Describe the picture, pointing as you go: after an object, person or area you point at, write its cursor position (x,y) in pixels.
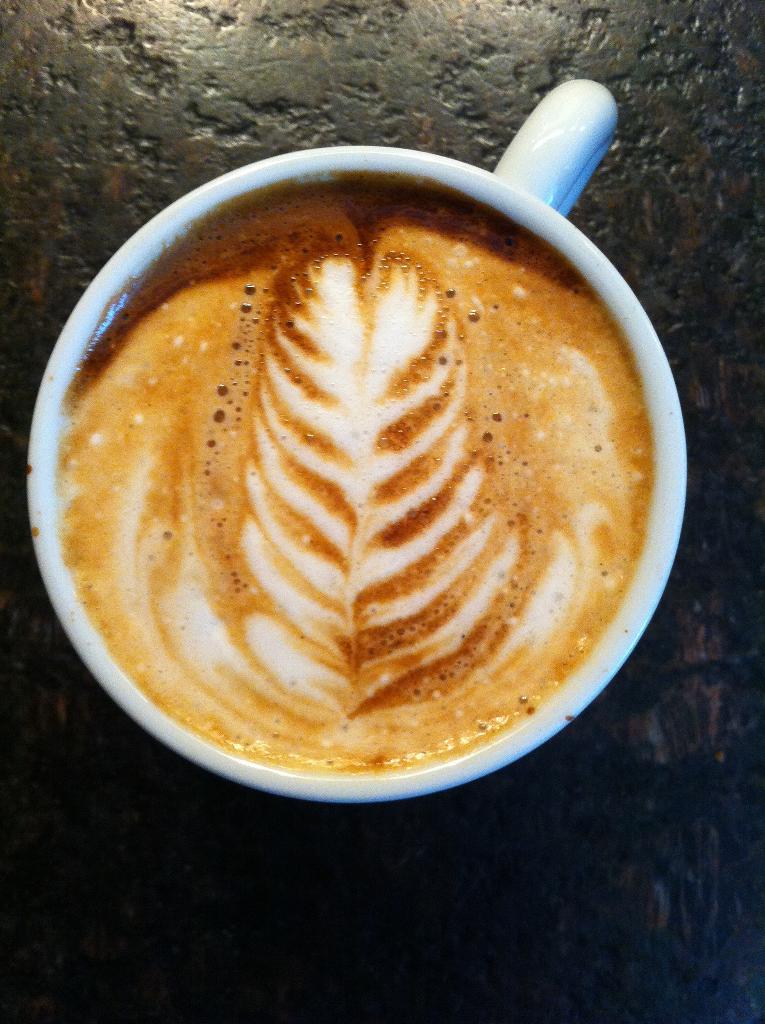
In this picture we can see a cup (446,587) with coffee (432,587) in it and this cup (449,593) is placed on a platform (702,614).
